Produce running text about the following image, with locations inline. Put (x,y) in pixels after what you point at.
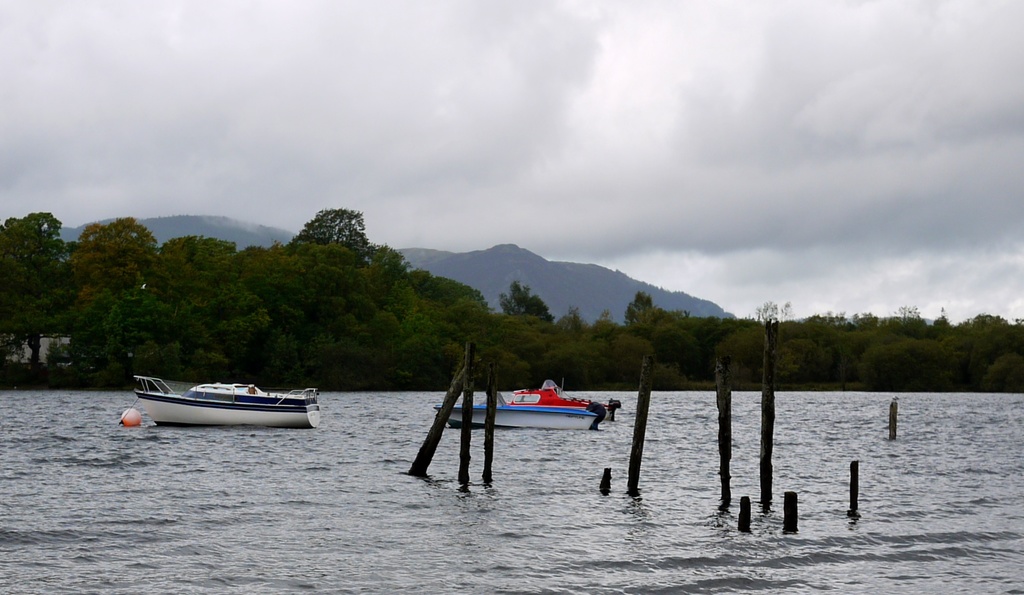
In this image we can see water (360,486). There are boats (275,412) on the water (426,421). Also there are wooden poles (464,420) in the water (750,481). In the background (410,325) there are trees (715,331), hills (496,246) and sky (382,183) in the background (398,126).
